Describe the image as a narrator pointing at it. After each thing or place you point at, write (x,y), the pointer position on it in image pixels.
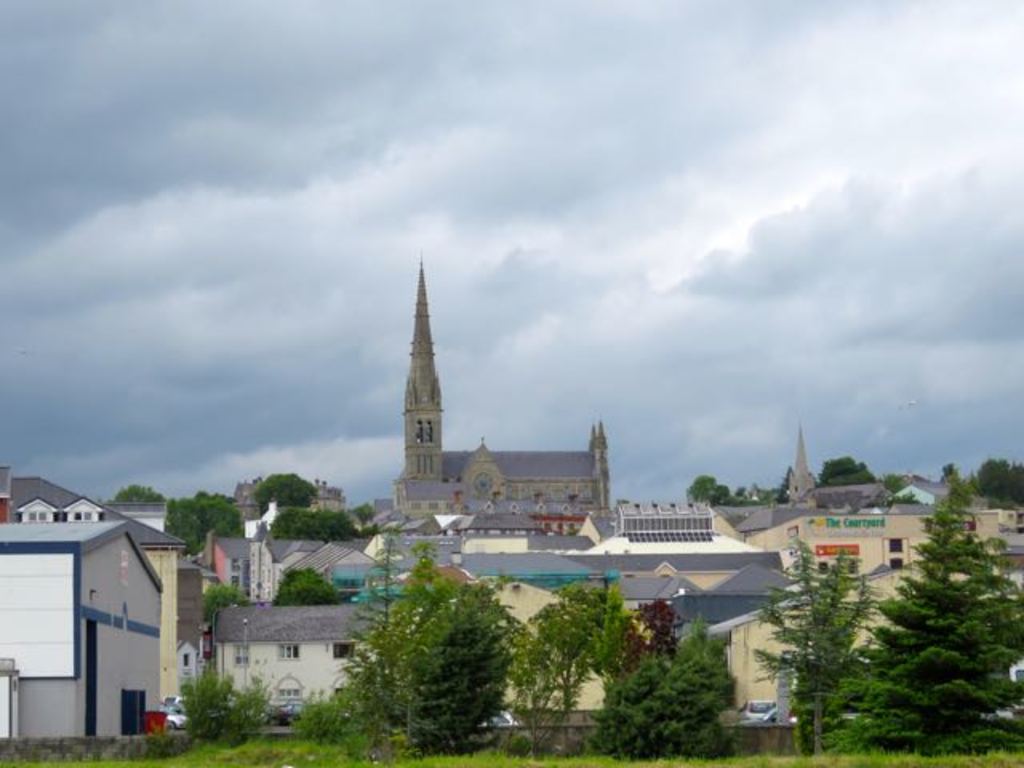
In this image there are some buildings (507,556), houses (626,572), trees (663,612), plants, vehicles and at the bottom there is grass (776,762). And at the top of the image (449,153) there is sky (374,233).
